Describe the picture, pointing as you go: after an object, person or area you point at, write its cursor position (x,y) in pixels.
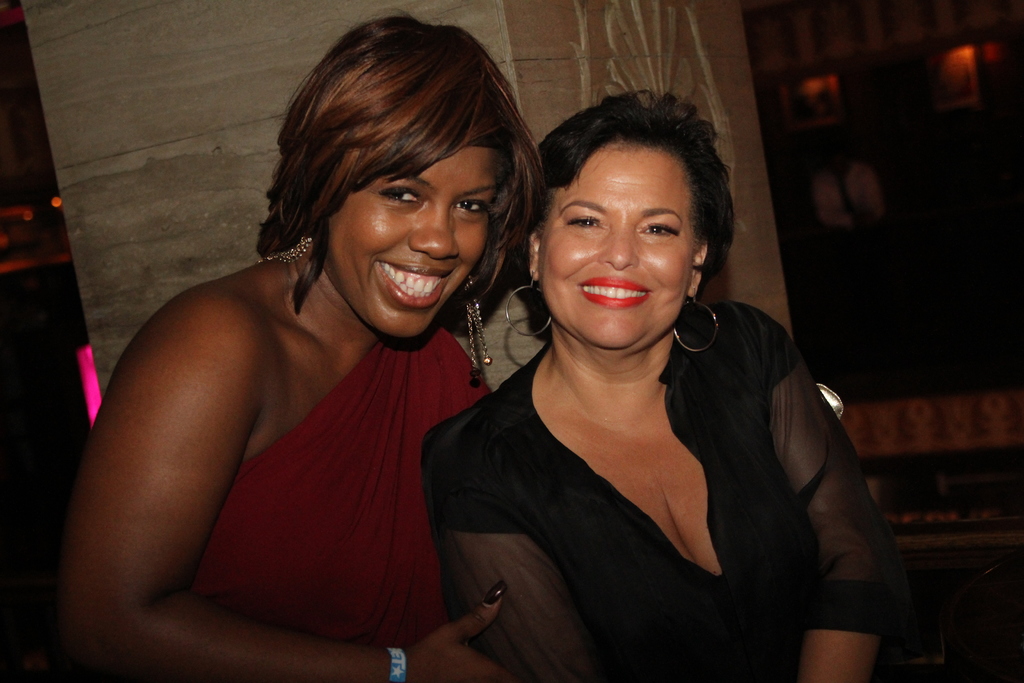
In this image we can see women (393,423) sitting and smiling. In the background (571,57) there is a pillar (551,60).
